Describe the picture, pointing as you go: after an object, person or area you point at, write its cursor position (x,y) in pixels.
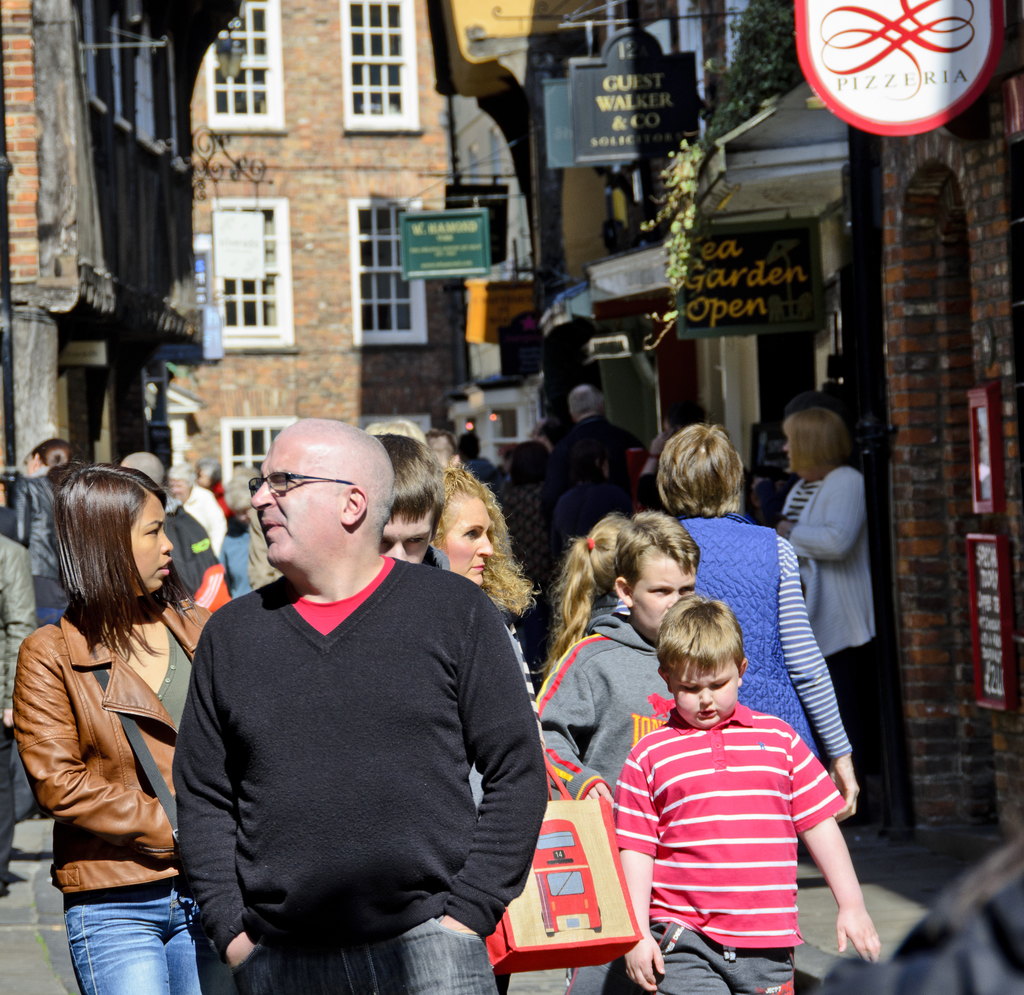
In this image, I can see groups of people (238,471) standing. These are the buildings (411,99) with the windows (280,299) and name boards (759,278) hanging. On the right side of the image (995,453), I can see the frames (983,500) attached to the wall (1006,381).
